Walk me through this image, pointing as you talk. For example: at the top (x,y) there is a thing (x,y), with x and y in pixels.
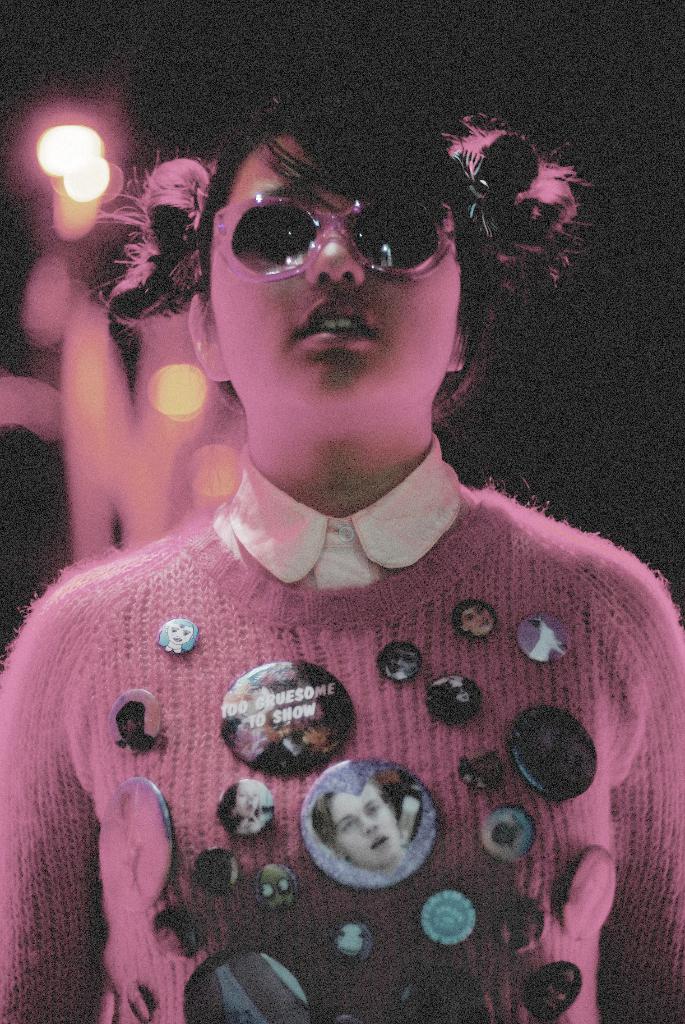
In this image, I can see a woman (387,969) standing with goggles (349,228) and badges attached to her clothes (361,667). The background (611,416) looks blurry.
